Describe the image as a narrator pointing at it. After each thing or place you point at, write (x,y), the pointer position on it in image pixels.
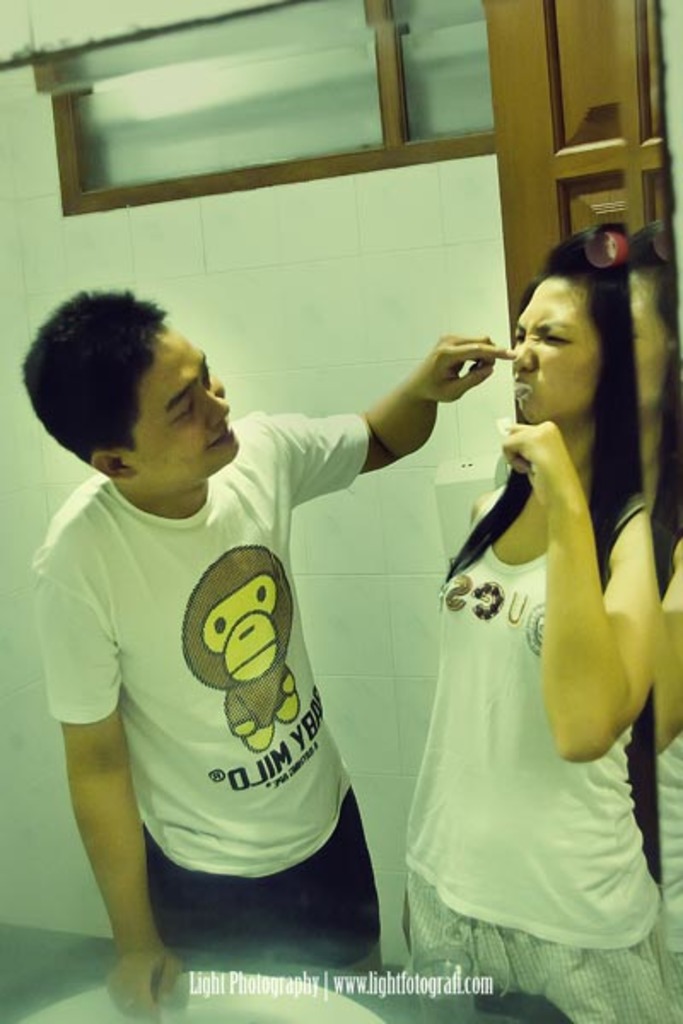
In this picture we can see two persons (218,689) standing. In front of the two persons (182,841), it looks like a sink (240,1013). Behind the two persons (278,621), there is a wall (336,543), a window (361,125) and an object (451,513). Behind the woman (501,513), it looks like a wooden door (550,147). At the bottom of the image (287,993), there is a watermark (294,988).
